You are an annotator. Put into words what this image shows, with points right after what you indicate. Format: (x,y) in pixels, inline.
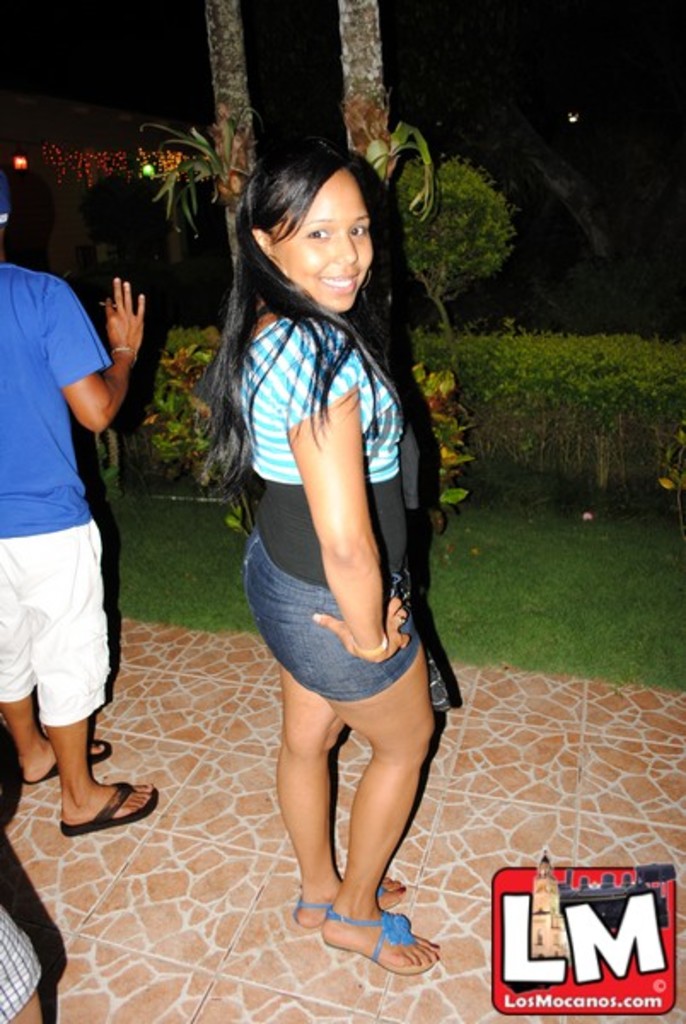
In this picture I can see few people (25,372) are standing and I can see trees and plants (453,389) in the back (554,273) and I can see a dark background (533,267) and a logo (536,989) at the bottom right corner of the picture (533,869).
